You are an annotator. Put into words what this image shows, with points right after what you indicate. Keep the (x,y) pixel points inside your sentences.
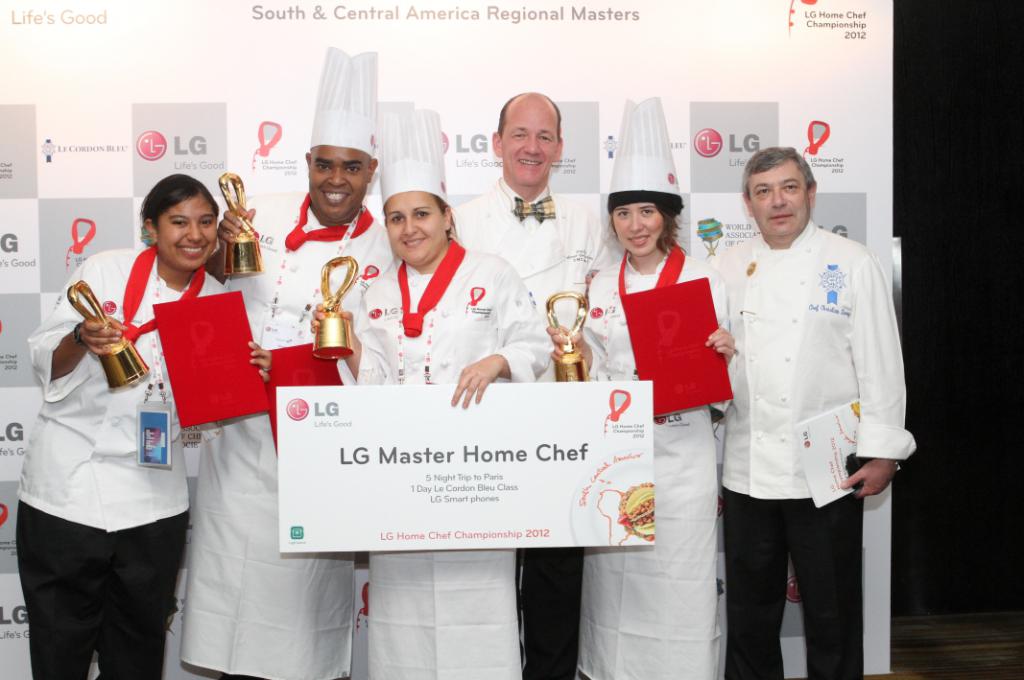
In this image I can see there are six persons (453,299) and they are wearing a white color jackets (805,360) and holding the metal cups (134,353) and hoarding boards (301,442) and red color papers (685,348) and in the background (476,127) I can see a hoarding board (799,61) and persons (324,168) are smiling.
